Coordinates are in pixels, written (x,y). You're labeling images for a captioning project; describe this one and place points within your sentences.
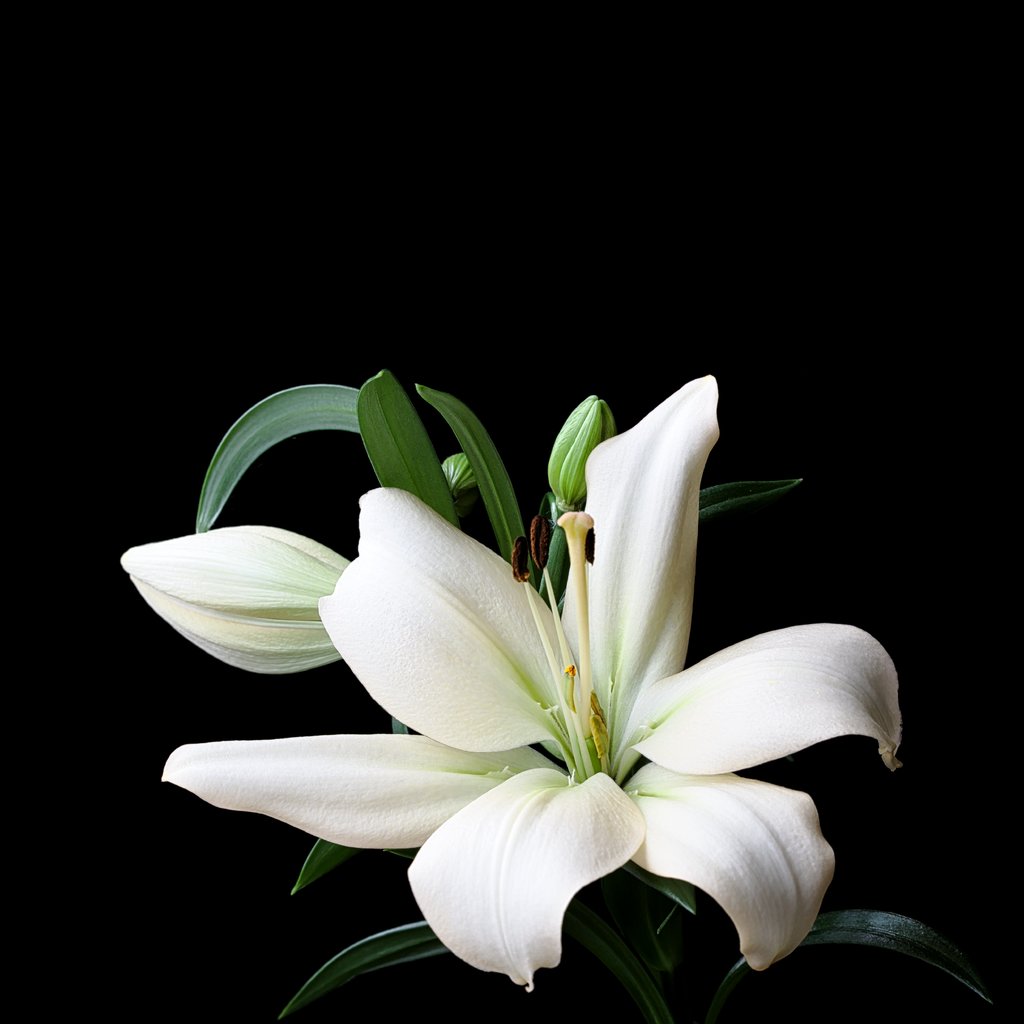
In this image we can see some flowers (336,594) and a bud (319,561) to the stem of a plant (423,506).
